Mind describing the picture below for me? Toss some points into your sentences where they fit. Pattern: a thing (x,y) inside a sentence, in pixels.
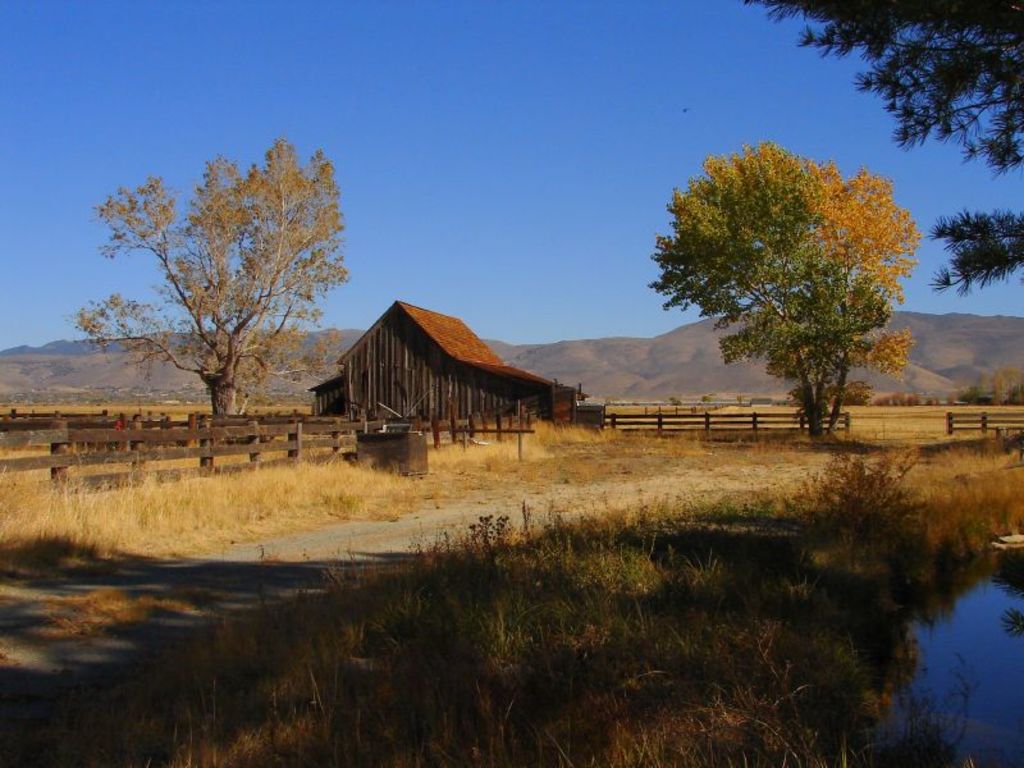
In this image we can see a shed (394,383), trees (755,290), dry grass (115,526), fencing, mountains (180,374) and in the background (550,314) we can see the sky (110,80).
